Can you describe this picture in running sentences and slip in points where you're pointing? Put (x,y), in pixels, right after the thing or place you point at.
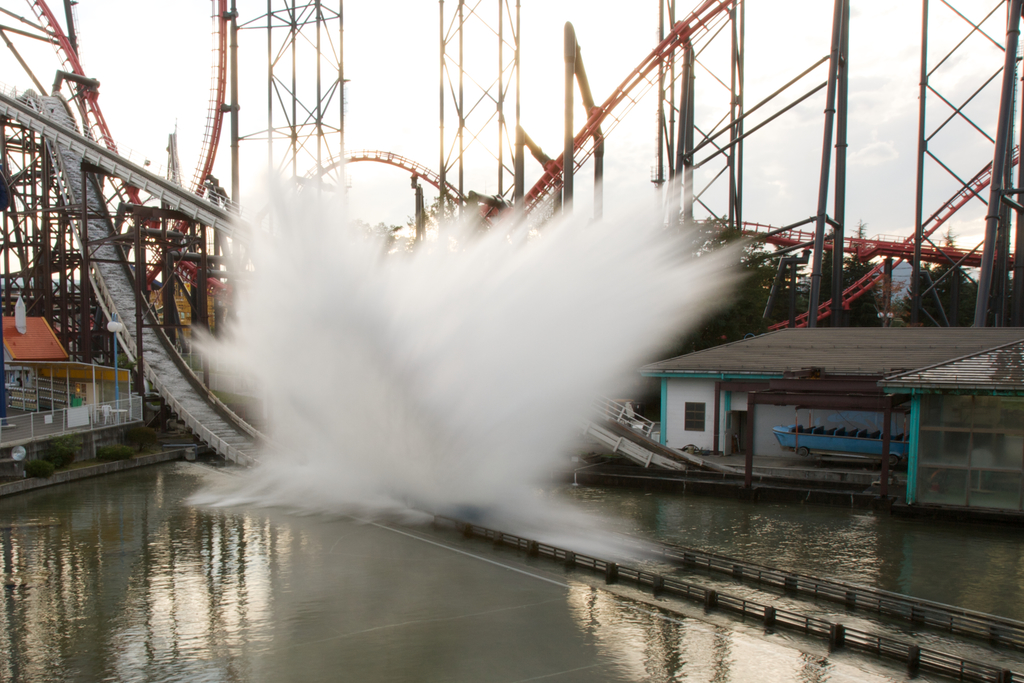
The image is taken in an amusement park (434,604). In the foreground (371,599) there is a water body (307,593). In the middle of the picture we can see iron constructions (93,100). In the background (354,77) it is sky (403,70).
